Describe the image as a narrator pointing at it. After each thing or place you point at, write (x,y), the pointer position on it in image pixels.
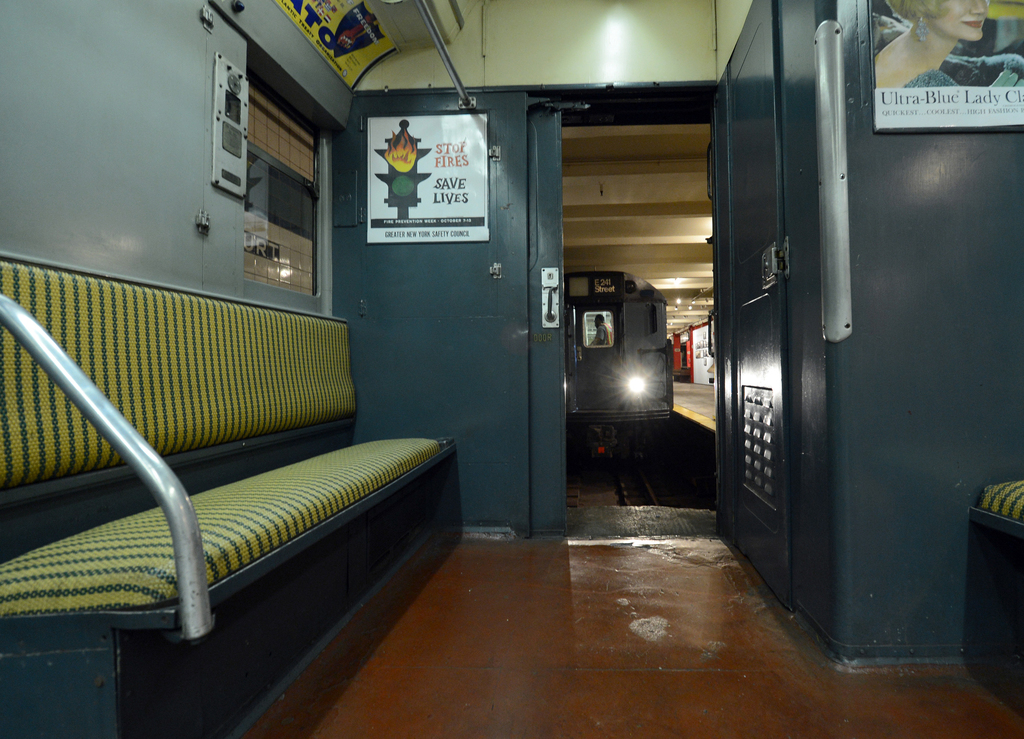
In the background of the image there is a train (592,277). To the left side of the image (66,298) there is a sofa (277,668). There is a poster (374,124). There is a window (269,111) to the left side of the image (269,111). To the right side of the image (758,51) there is a door (772,43).
